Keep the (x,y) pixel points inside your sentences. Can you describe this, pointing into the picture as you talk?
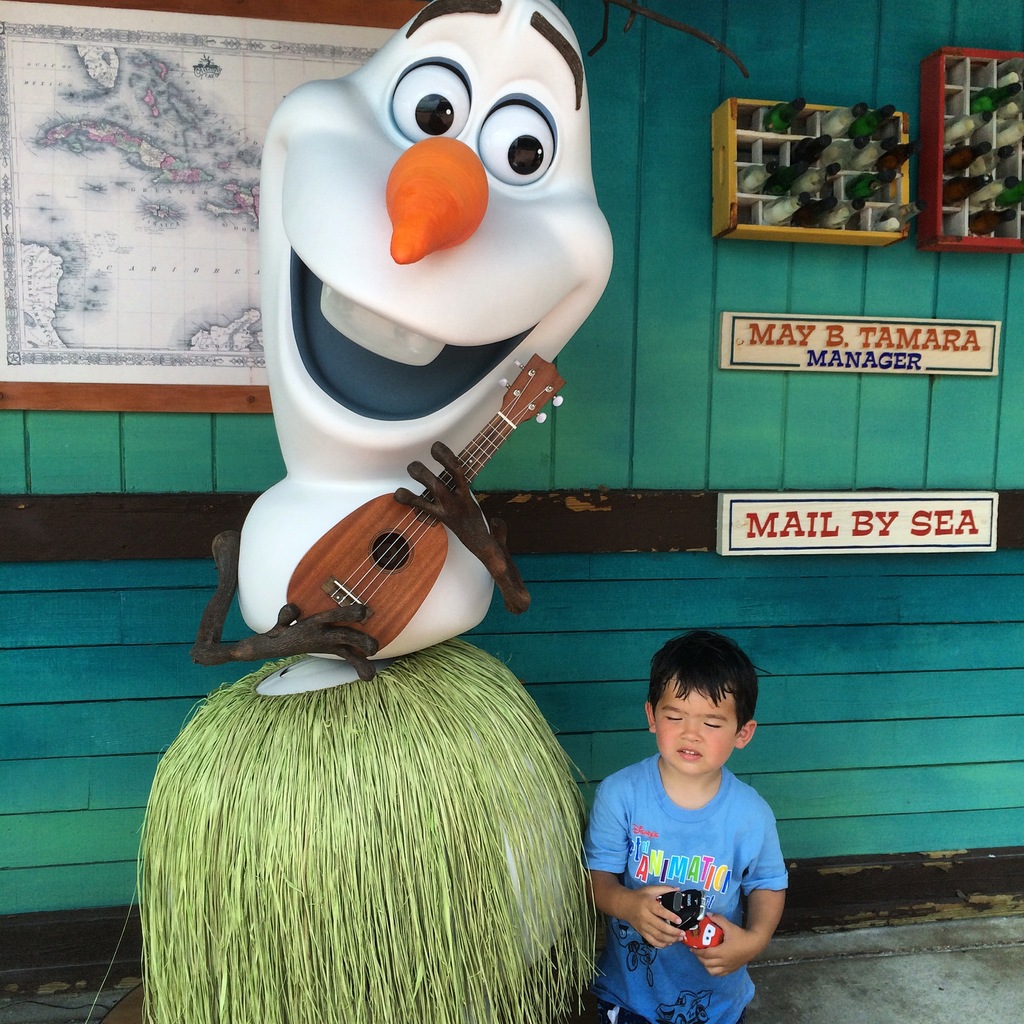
In the image we can see there is a cartoon (446,507) who is holding a guitar (390,602) and beside it there is a kid (721,996) holding cars (694,927) in his hand (738,949) and at the back (709,554) there is a wall (716,523) on which its written "Mail By Sea".
